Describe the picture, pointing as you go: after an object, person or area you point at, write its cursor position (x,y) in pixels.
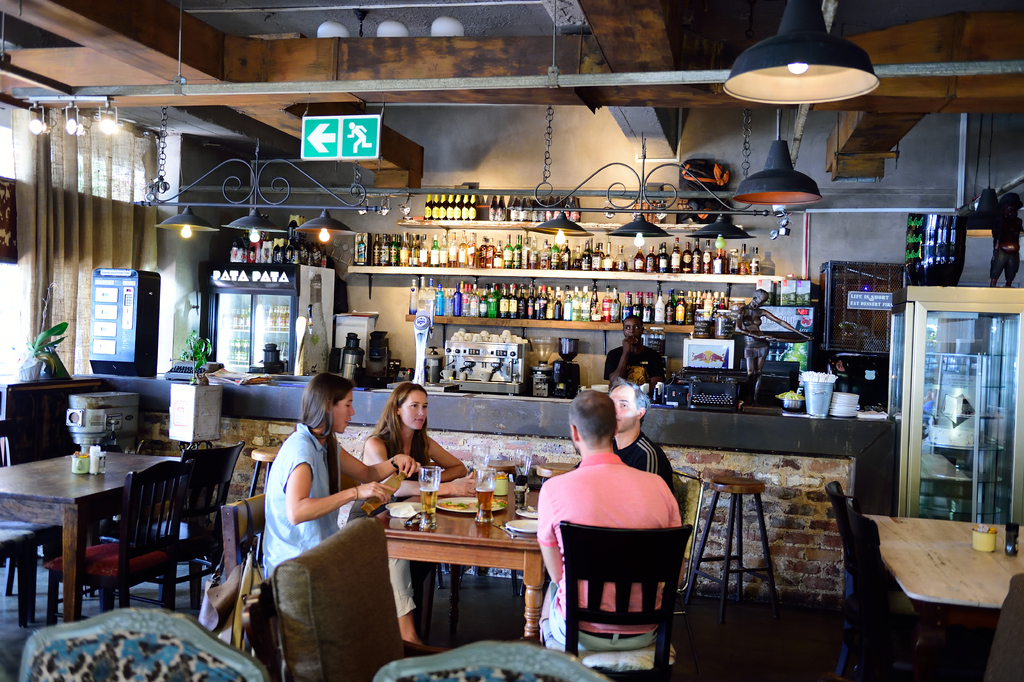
This picture is clicked inside a bar (799,636). There are many tables (67,522) and chairs (183,504) in the restaurant (479,574). On one of the table (441,521) there are plates (410,512) and glasses (424,491). There are four people (295,506) sitting on chairs (677,531) at the table (400,543). On the either sides of the image there are refrigerators (954,411). at the center of the image (632,357) there is a desk (732,419) and there is a person (647,368) standing behind it. There is a rack (416,270) with many bottles (754,265) placed in it. On the desk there is a sculpture (749,343) and a bucket (816,387). There are lamps (779,149) and lights (101,129) hanging to the ceiling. There is a sign board (342,147) in the background (356,146). There is wall (470,156), curtain (127,194) and glass windows (3,298).
